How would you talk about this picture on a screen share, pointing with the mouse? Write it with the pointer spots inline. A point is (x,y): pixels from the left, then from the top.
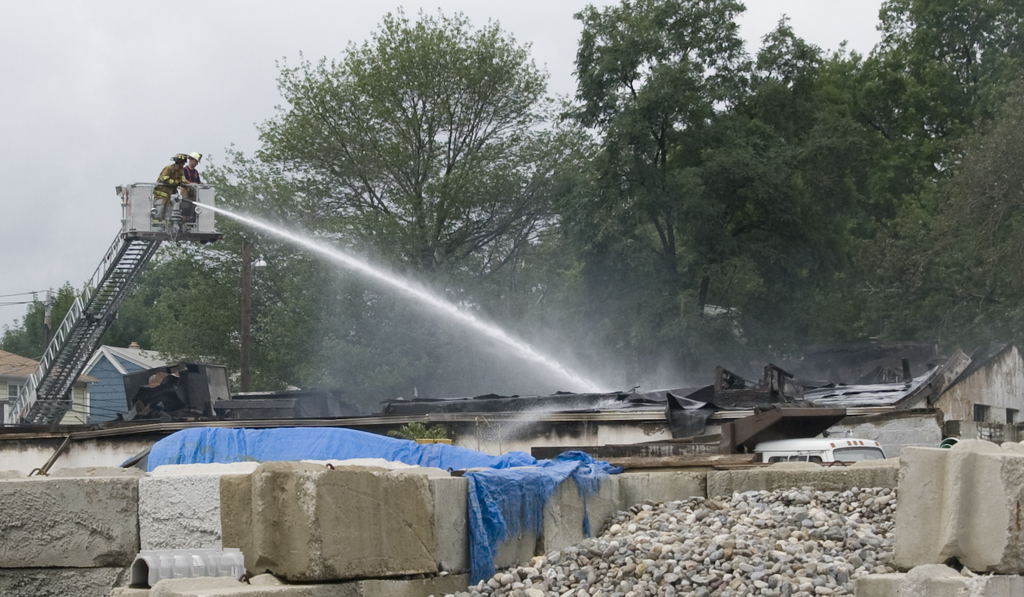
In this image there are bricks (276,485), there is a metal object (118,305), it looks like a cover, there is water (574,385), there are people (158,193), there are buildings (111,455), trees (141,305) on the left corner (29,443). There are stones (786,498), there is a vehicle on the right corner (786,573). There are trees (612,292) in the background (545,292). And there is sky (156,122) at the top (135,145).
